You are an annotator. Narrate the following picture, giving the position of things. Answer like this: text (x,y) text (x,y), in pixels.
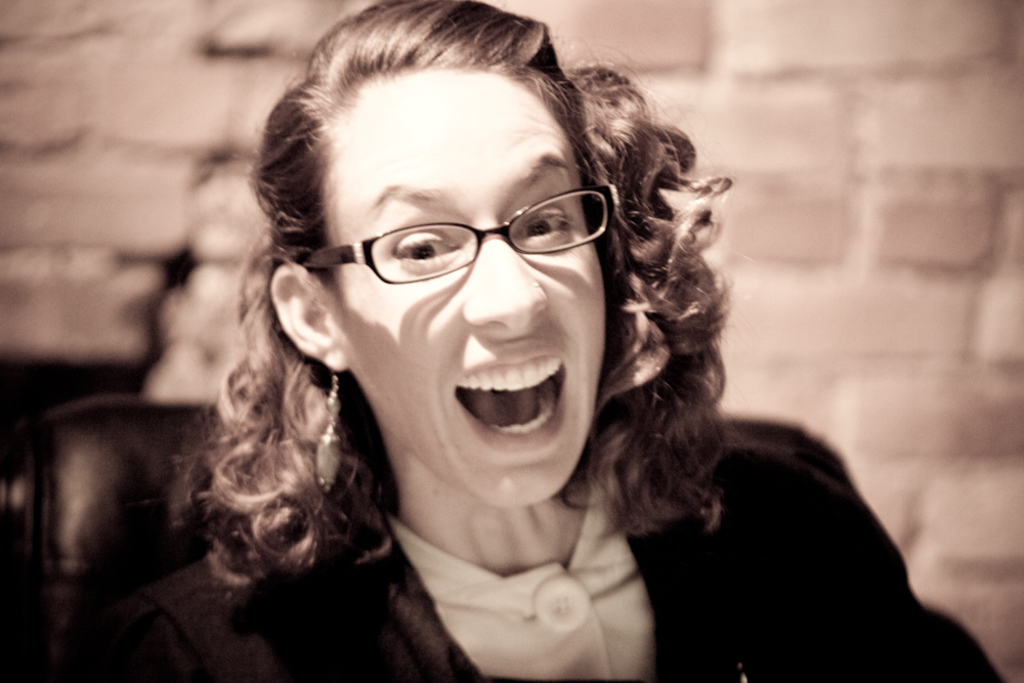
A woman (485,516) is laughing, she wore spectacles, black color coat (764,544). behind her there is a wall (867,228).
